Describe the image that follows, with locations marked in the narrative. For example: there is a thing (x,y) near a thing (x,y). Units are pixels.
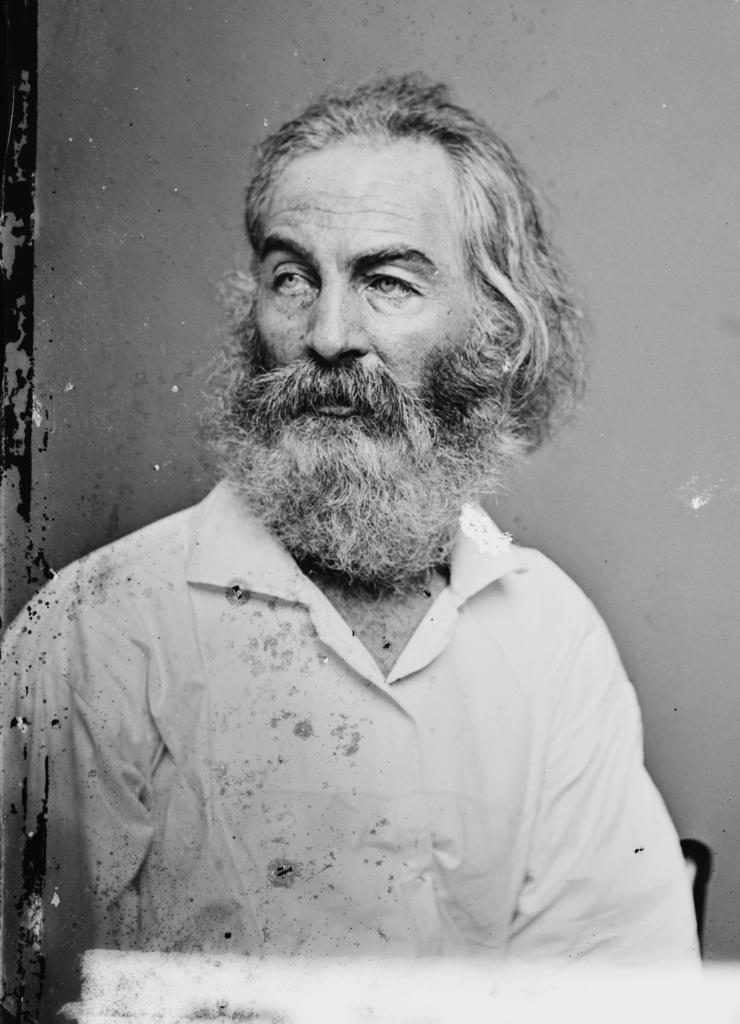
In this image there is a man (354,547) wearing a white colour shirt (401,730). In the background (589,411) there is a wall (645,349).
